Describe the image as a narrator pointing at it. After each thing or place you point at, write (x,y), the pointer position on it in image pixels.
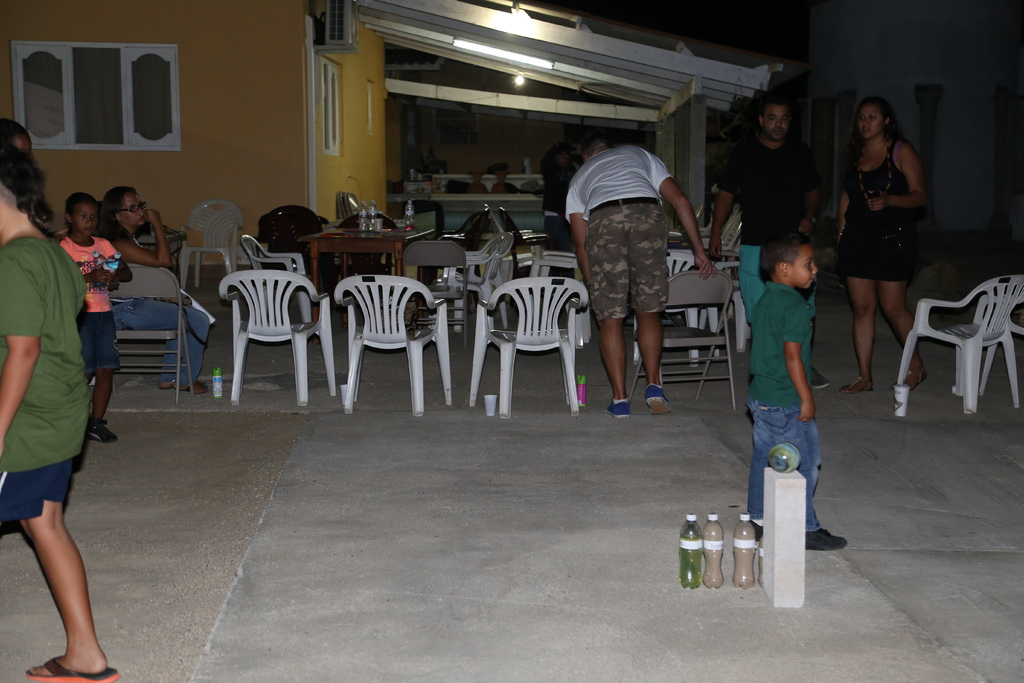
In the picture empty chairs (293,349) placed here and onto the right there is a boy (754,301) standing. there is a woman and a man (799,208) walking, here there is another a man (595,185) standing and holding the chair (705,290), on the left (61,568) there are some children (26,300) playing and in the background (203,26) there is a building (249,60), window (46,136) and here the lights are attached to the ceiling (452,23).
